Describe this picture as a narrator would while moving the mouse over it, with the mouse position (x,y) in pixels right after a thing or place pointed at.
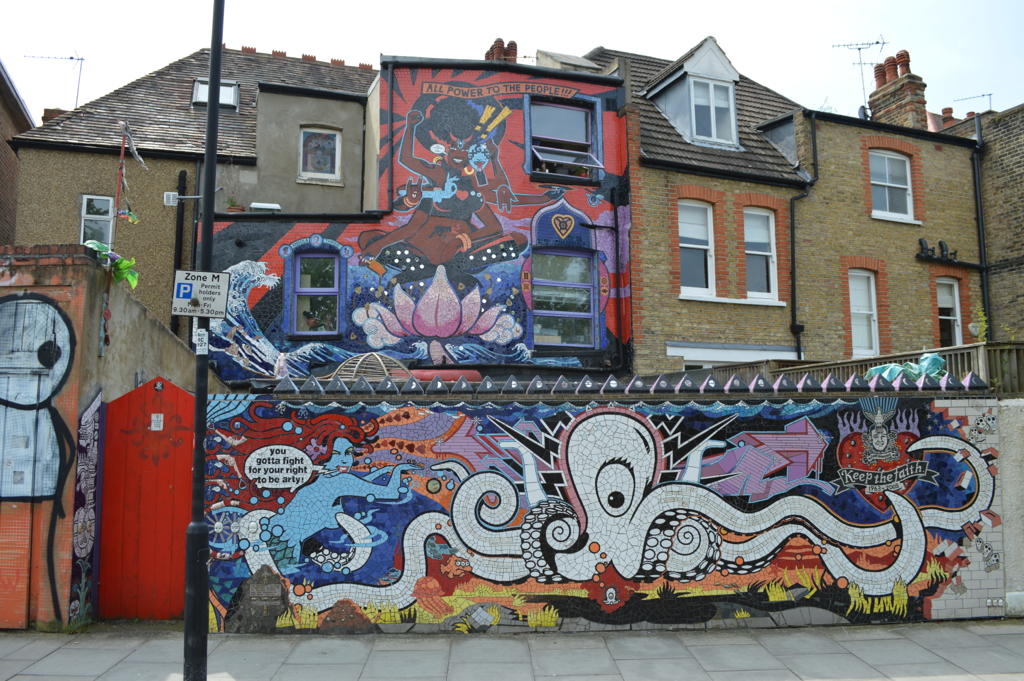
In this image, we can see a building (265,338) with walls (703,333) and windows (306,278). On the walls (411,570), we can see some painting (539,474). Here there is a pole (196,333) with name board (197,292) and sticker (201,355). At the bottom (606,636), there is a walkway (821,650). Background (542,12) there is a sky (277,22) and antennas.
